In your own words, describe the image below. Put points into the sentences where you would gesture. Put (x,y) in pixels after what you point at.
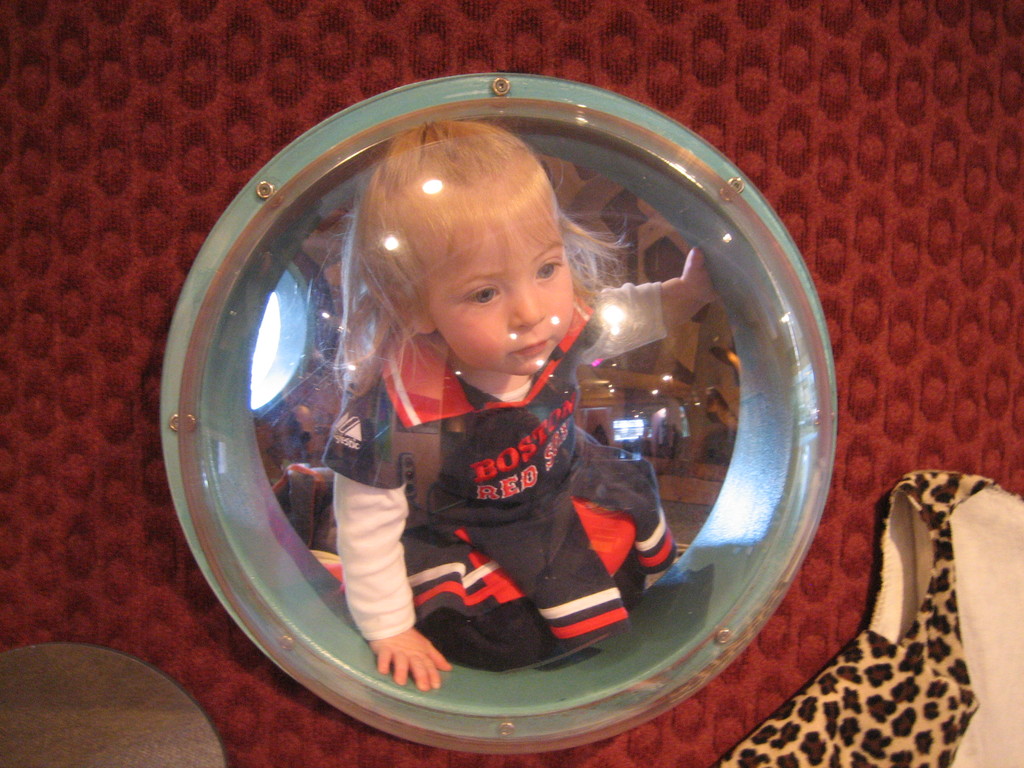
In this picture there is a girl (527,261) behind the glass (500,276) and there are objects (717,352) and there is a window (624,435) behind the glass (572,361). At the bottom right (866,698) there is a cloth (830,739). At the bottom left (204,763) there is a wooden object (90,692). At the back (77,252) there is a red color cloth (690,99).
